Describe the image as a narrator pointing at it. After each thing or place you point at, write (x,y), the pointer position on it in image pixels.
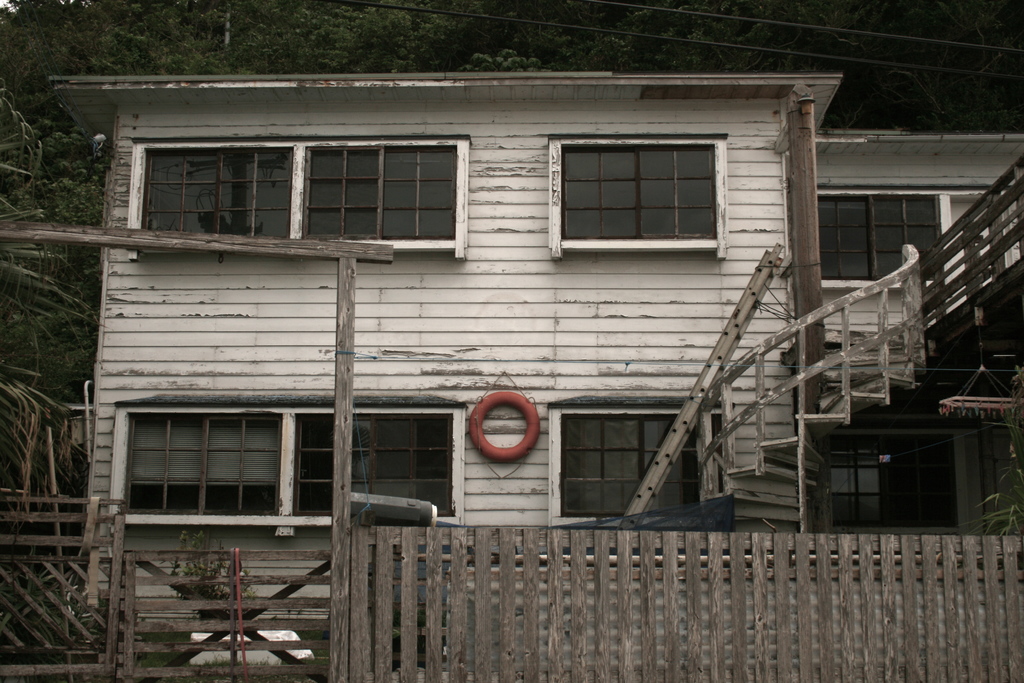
As we can see in the image there are buildings (625,217), windows (409,477), stairs (942,263) and trees (285,8).
